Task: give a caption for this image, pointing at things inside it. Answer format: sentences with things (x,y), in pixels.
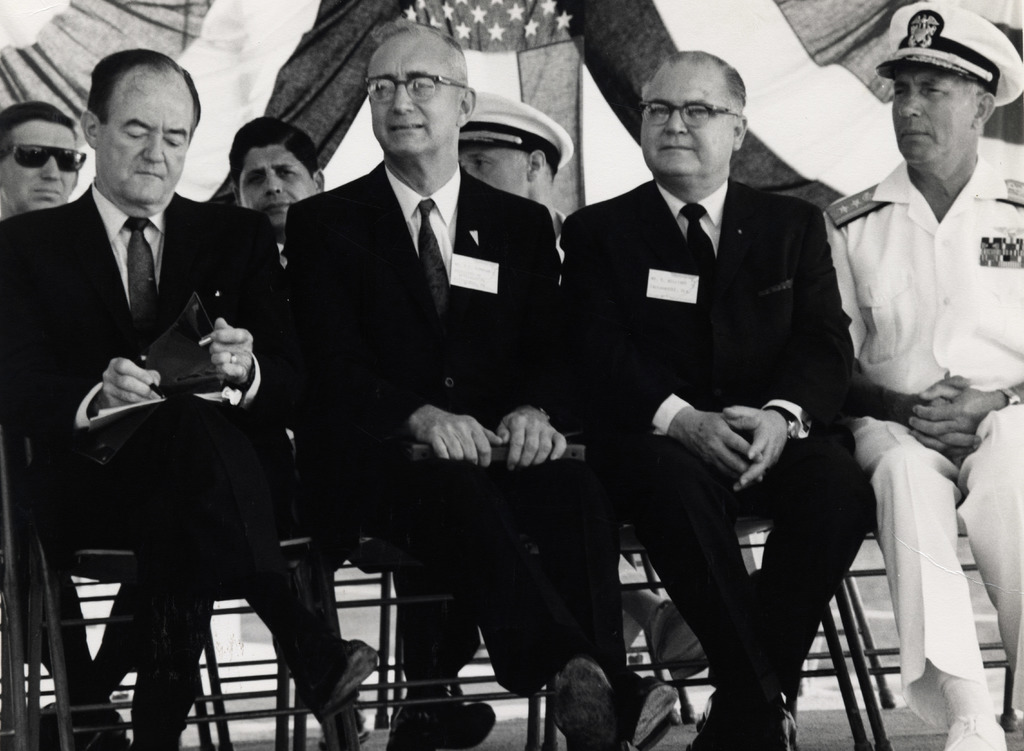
This is a black and white image. We can see a group of people (132,343) sitting on the chairs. On the left side of the image (91,390), a person (96,385) holding a pen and an object (169,368). Behind the people (194,213), those are looking like clothes (558,52).
